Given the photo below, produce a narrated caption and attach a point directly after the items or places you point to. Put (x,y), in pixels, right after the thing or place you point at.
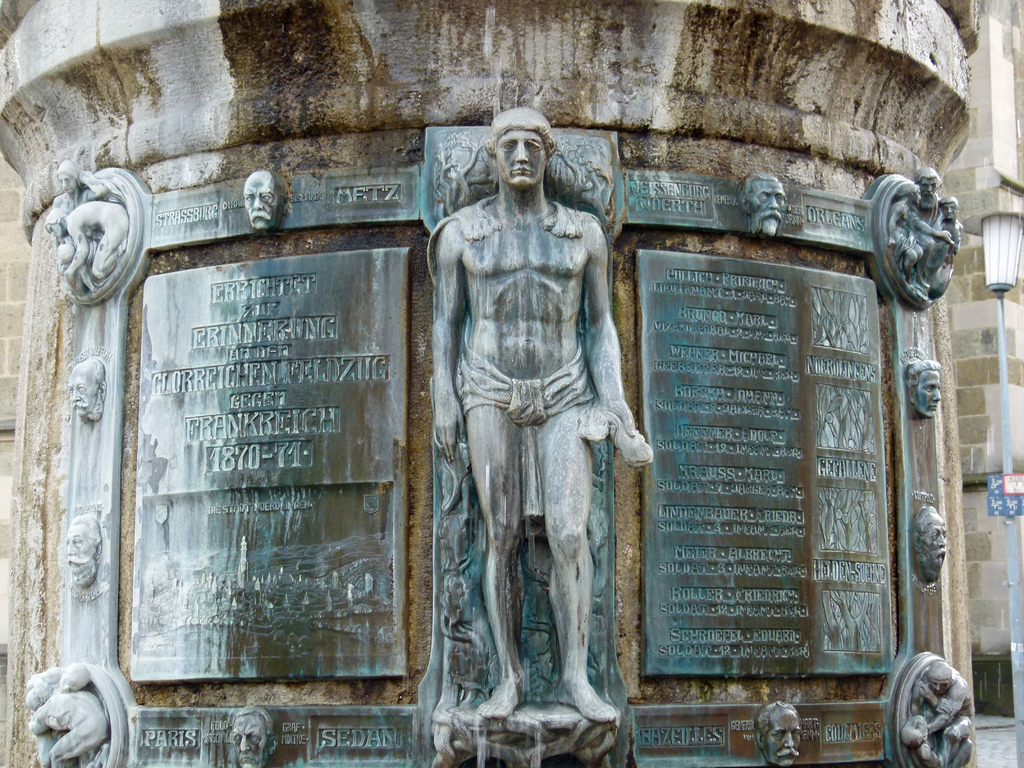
In the image there are few sculptures (74,188) attached to a tank (502,65), there are different sculptures (582,503) and the description (756,468) of the sculptures (483,340) is mentioned beside them.
